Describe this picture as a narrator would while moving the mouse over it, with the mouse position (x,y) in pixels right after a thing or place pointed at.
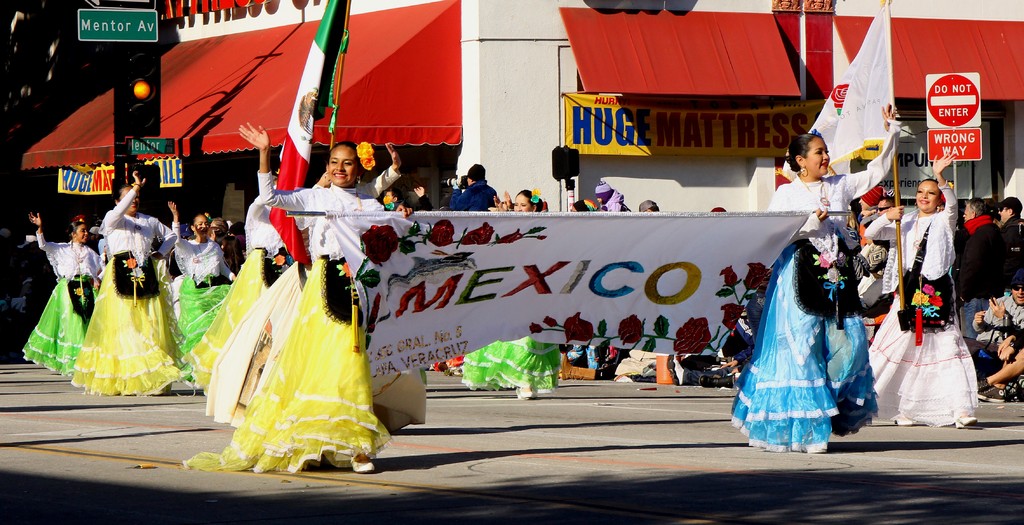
In this picture, we can see a few people (847,285), and a few (344,342) are holding some objects (616,312) like posters (610,319) with text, flags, and we can see the ground (582,432), poles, lights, signal lights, sign boards (963,114), and we can see stores (174,124), posters (691,123) with text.
